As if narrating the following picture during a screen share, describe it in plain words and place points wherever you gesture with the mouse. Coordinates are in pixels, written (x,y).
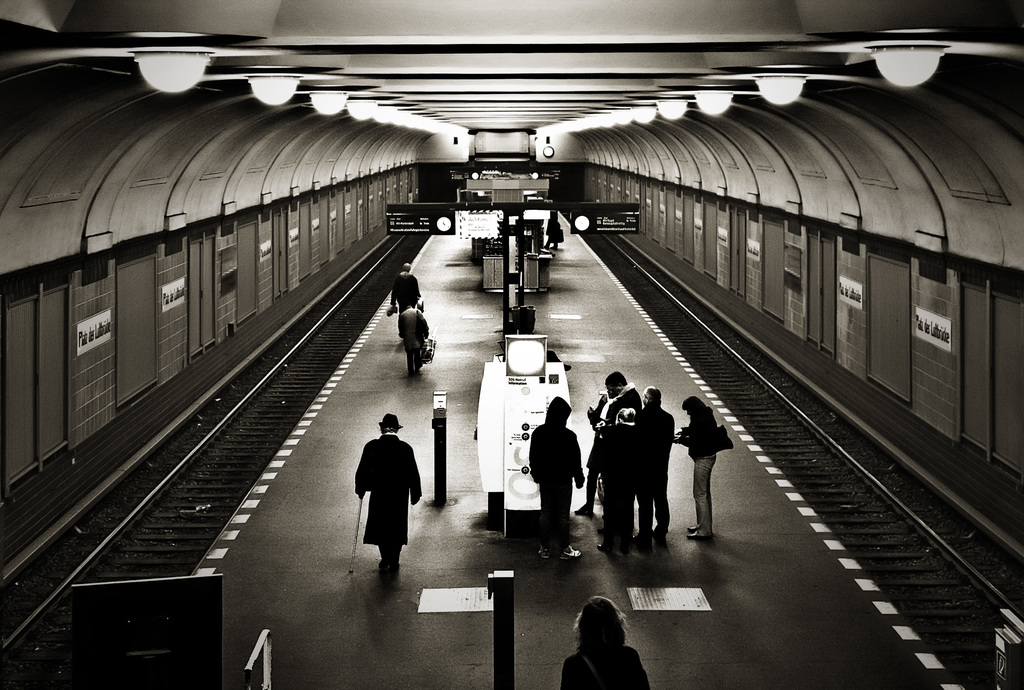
There are people (381,512), we can see poles (504,573), board (214,658), machine (523,512) and tracks (207,474). In the background (489,265) we can see boards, clock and few objects (515,308). At the top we can see lights (162,80). We can see shed (790,60).
